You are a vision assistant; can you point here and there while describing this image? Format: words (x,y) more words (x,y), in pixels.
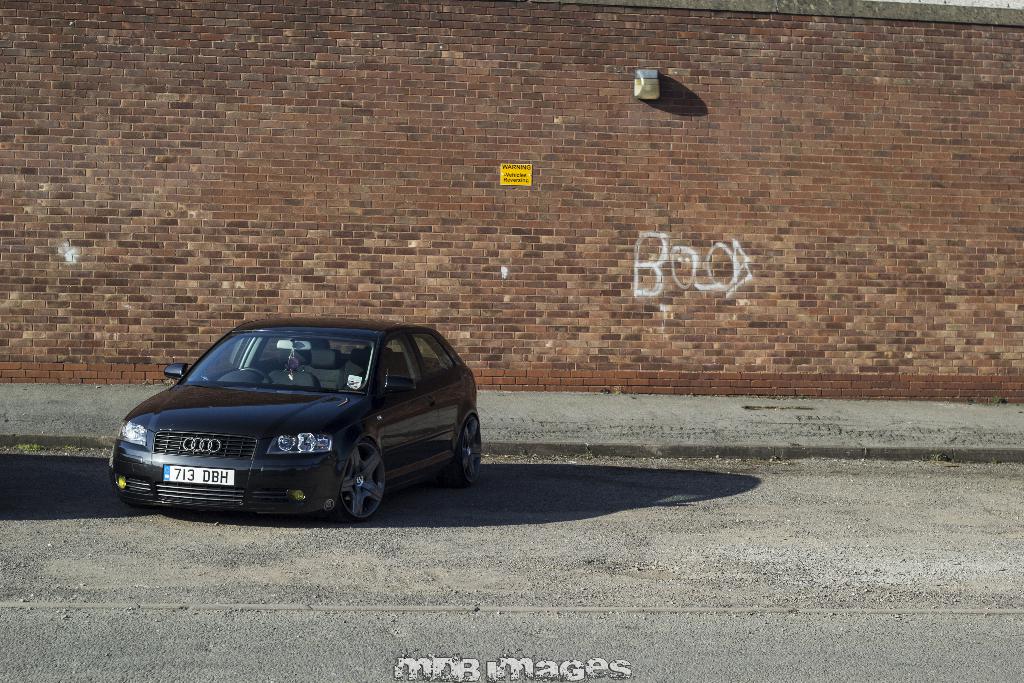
In this image I can see a car (261,512) on the ground (326,581). In the background (466,168) there is a wall (662,150). At the bottom of this image (492,669) I can see some edited text (438,669).
